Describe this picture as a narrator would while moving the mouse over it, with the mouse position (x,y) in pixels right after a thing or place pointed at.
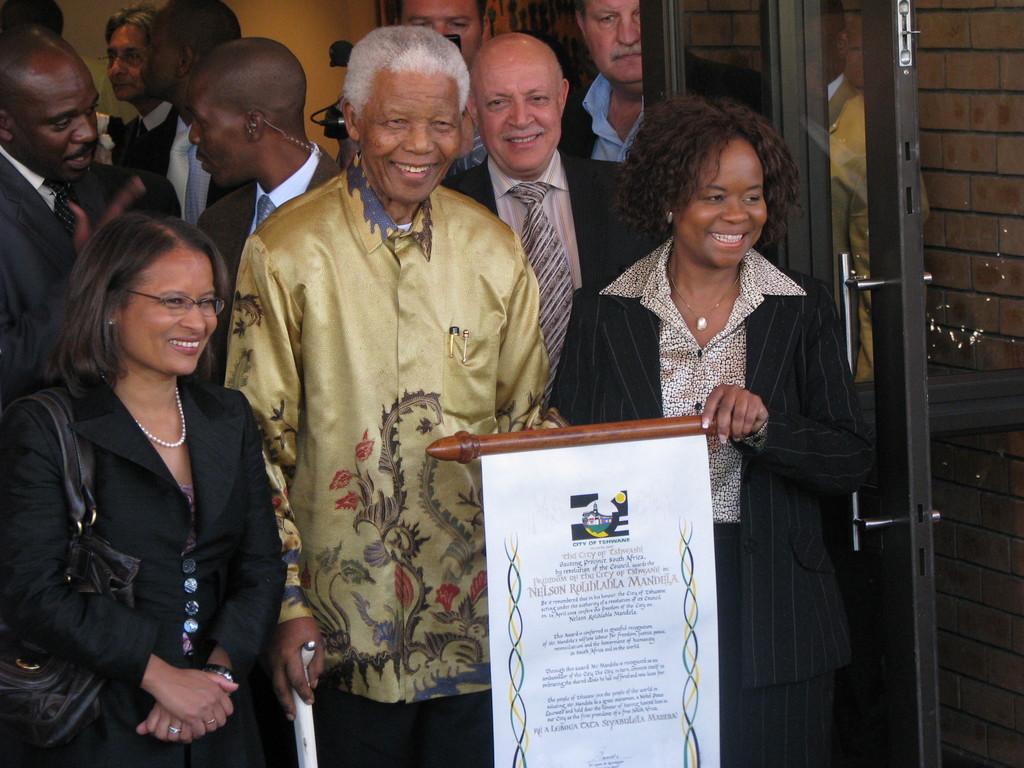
In this image we can see some people (391,250), door (645,3), board (680,537) and we can also see some text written on it.
